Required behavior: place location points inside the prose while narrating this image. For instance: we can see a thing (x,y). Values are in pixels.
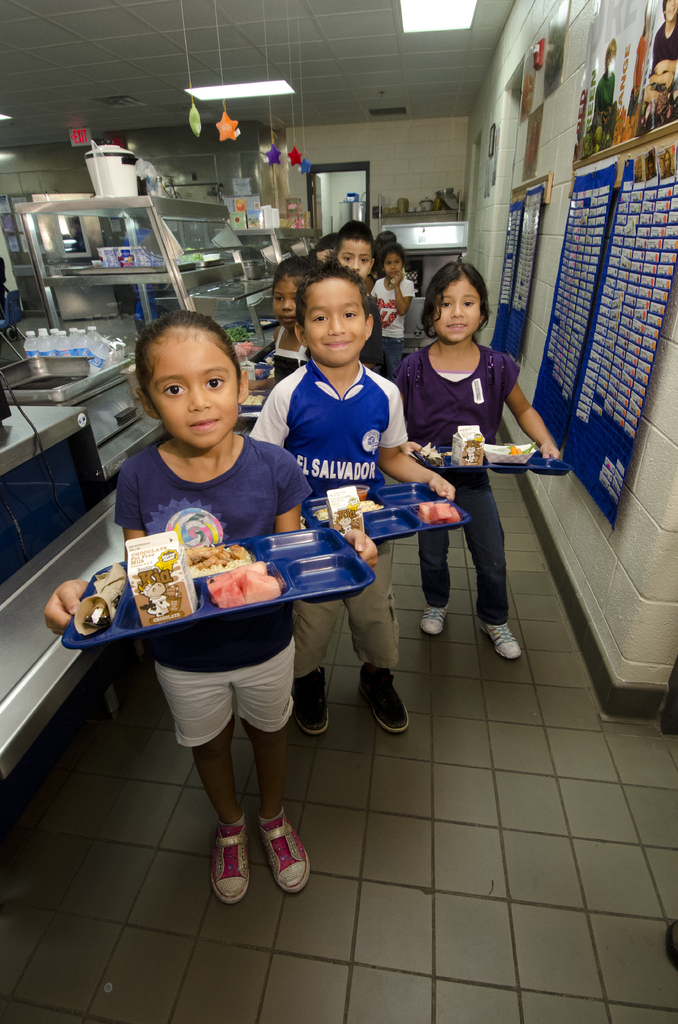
In this picture we can see group of people (358,397), few people (277,442) holding plates (321,508) in their hands (351,532) and we can see food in the plates (367,573), in the background (144,262) we can find few bottles (104,339), microwave oven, cabinets (84,489), lights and other things (150,253), and also we can see few posters (628,81) on the wall (599,520).
